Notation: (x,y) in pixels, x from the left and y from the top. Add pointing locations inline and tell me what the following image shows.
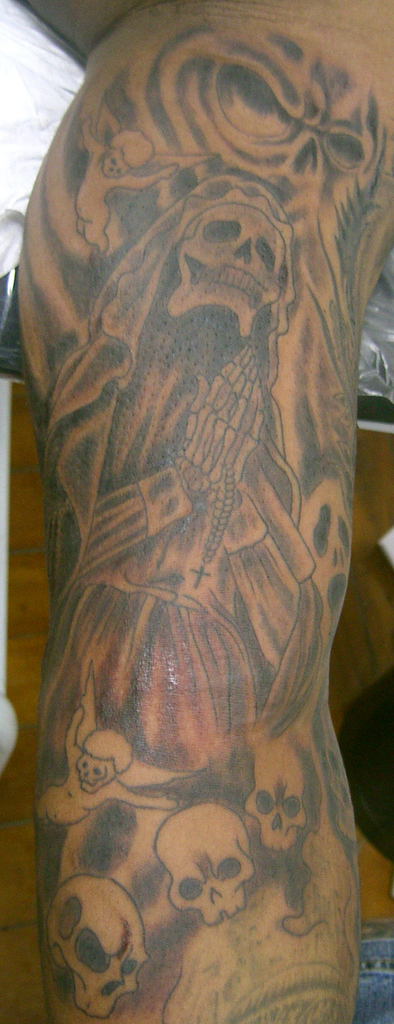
In this image I can see a tattoo (128,462) on the human body (102,382). Back I can see a white cloth (34,138).
